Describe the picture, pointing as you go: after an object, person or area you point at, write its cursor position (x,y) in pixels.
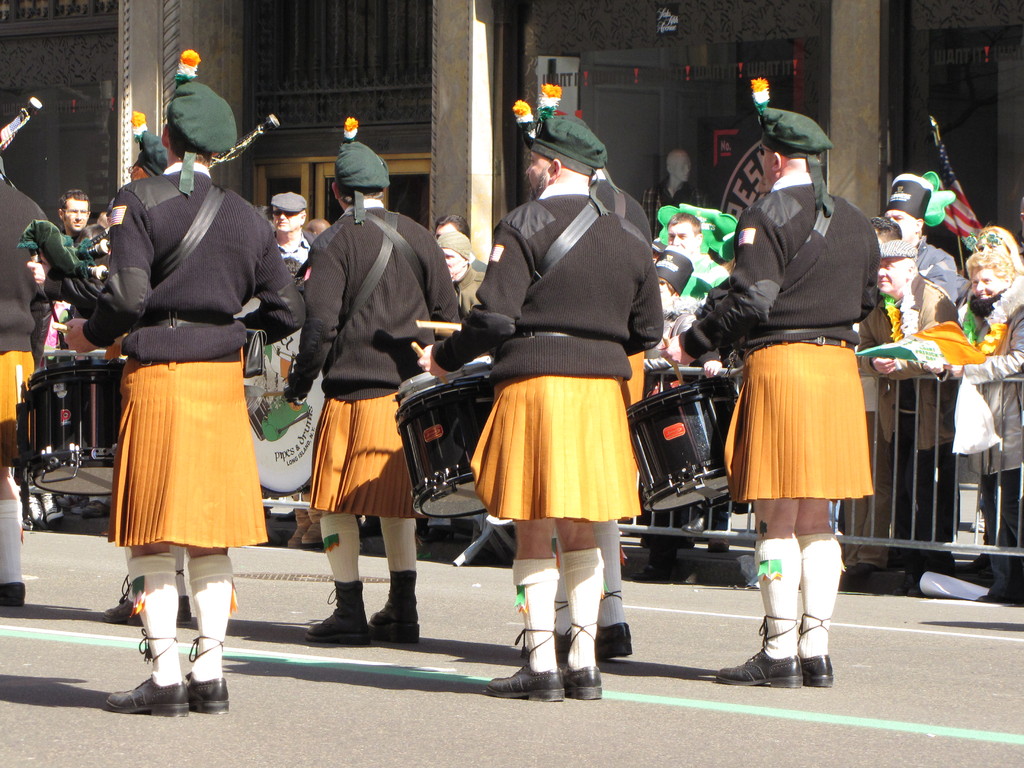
This picture describes about group of people (583,321), few people (535,162) wore caps (373,183) and few people (374,412) playing drums (680,433), in the background (661,128) we can see few metal rods (894,505), building (636,112) and a flag (941,151).
